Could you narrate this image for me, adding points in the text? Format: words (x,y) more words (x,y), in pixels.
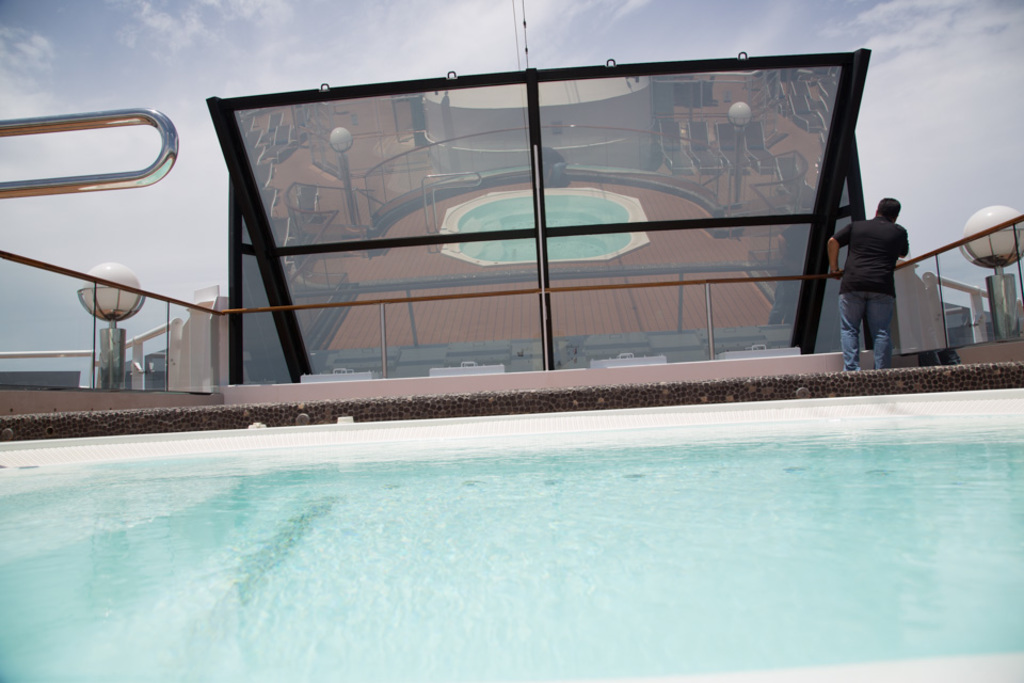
In the foreground of the image (544,541) we can see water (580,541). On the right side of the image (890,257) we can see a person (894,270) wearing a black t shirt (873,252) is standing on the floor (807,375) holding a rod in his hand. In the background (536,327), we can see a mirror (302,175), group of poles (124,125) and the cloudy sky (904,69).
